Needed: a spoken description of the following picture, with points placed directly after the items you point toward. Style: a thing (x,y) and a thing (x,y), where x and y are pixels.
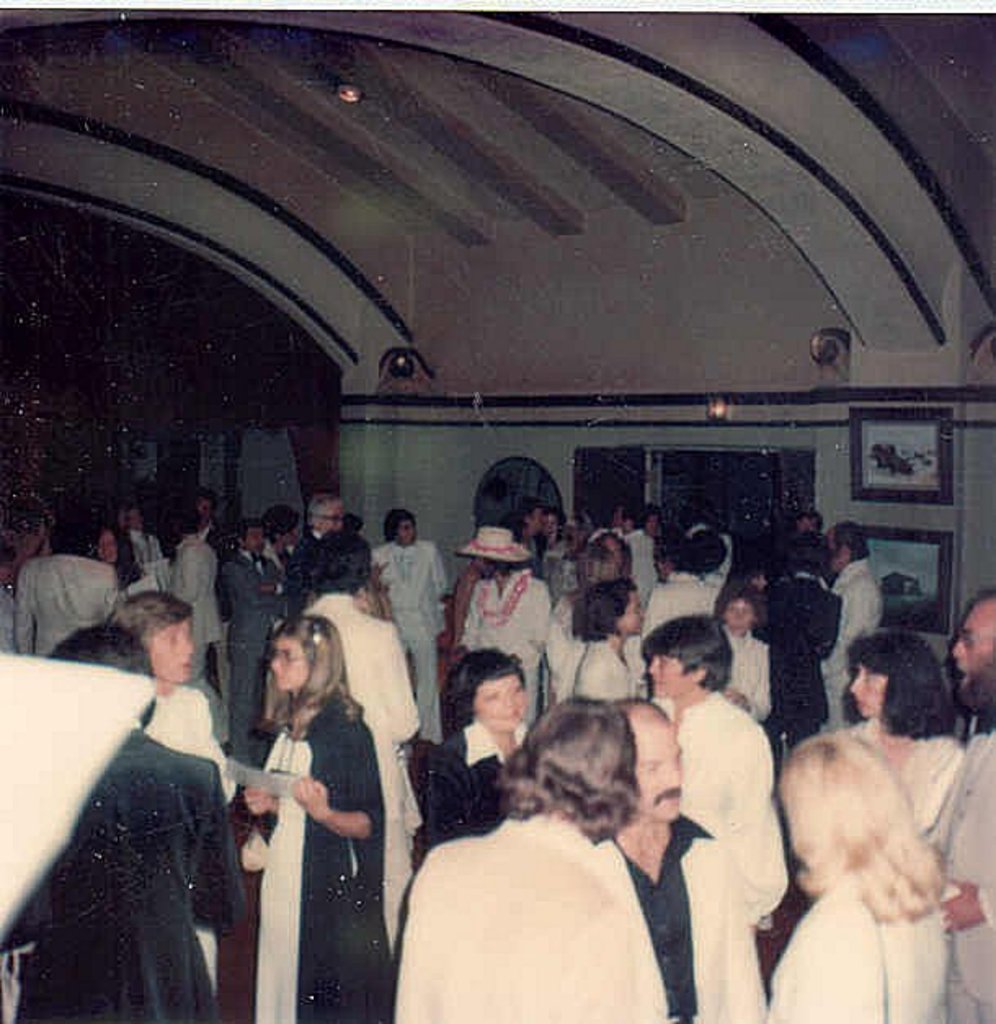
In the image we can see there are many people (487,847) around, standing and wearing clothes (474,771). Here we can see there are frames (857,444) stick to the wall (887,503). There is a window (703,506), light (713,407) and the left top of the image (94,322) is dark.
